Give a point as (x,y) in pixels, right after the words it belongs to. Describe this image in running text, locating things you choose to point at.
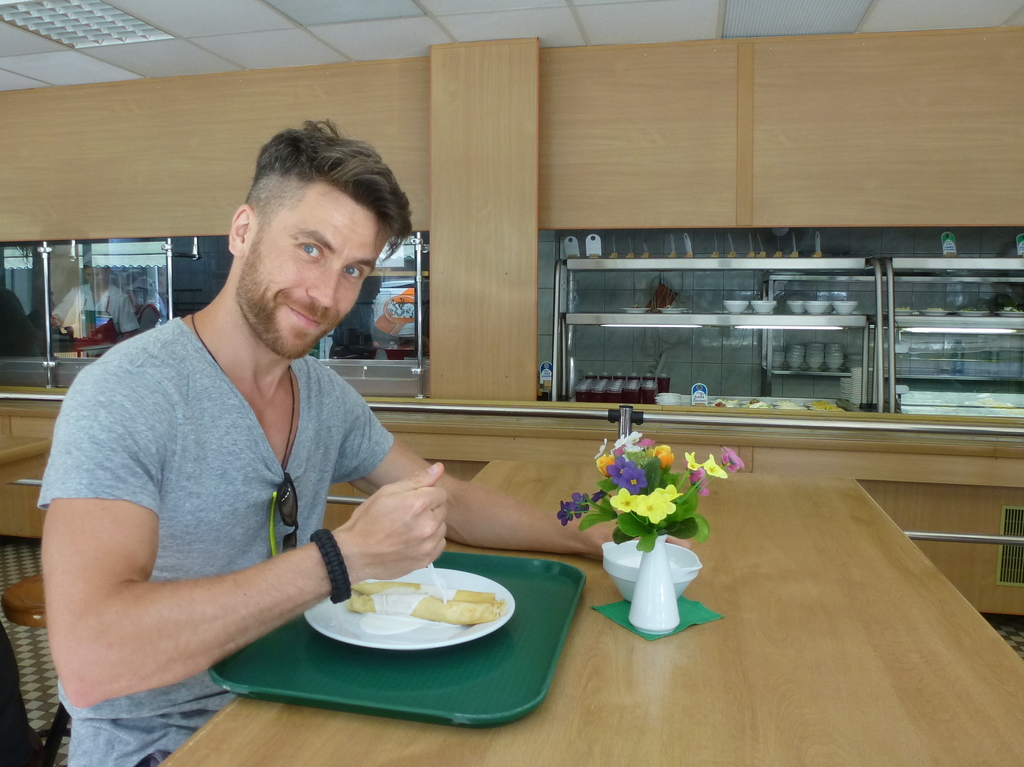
In this image in the foreground (171,418) there is one person (180,394) who is sitting on a chair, and in front of him there is a table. On the table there is a tray (338,659) and in the tray (501,672) there is one plate (320,621) and in that plate (366,631) there are some food items (463,592). And a person (383,529) is holding a fork (444,584) and also on the table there is one flower pot (656,567), plants (646,541), bowl (621,548). And in the background (926,373) there are some glass boxes (956,338) and some persons (124,310). In the boxes (582,372) there are some bowls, utensils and some other objects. In the background (477,351) there is wooden wall (468,161), at the top (539,27) there is ceiling (241,57) and lights (22,17).
